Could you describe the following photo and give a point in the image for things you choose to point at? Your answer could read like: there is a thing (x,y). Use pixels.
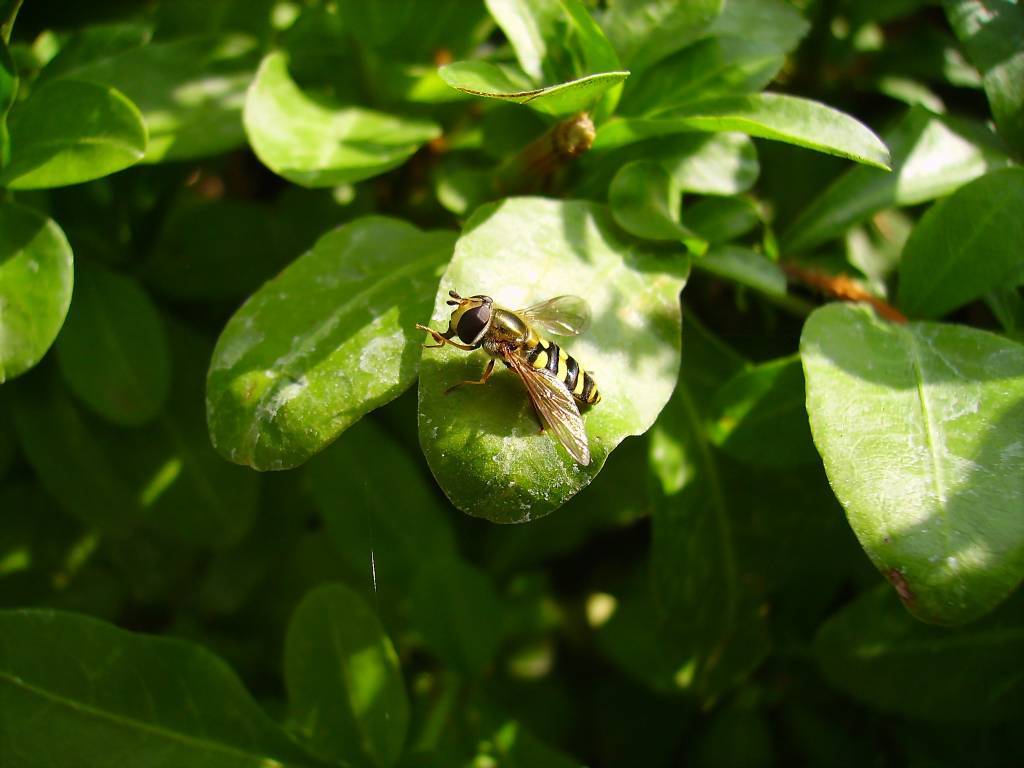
In this image there are leaves (830,395) of a plant (259,212). In the center (530,393) there is a hoverfly (553,368) on a leaf (501,451).
